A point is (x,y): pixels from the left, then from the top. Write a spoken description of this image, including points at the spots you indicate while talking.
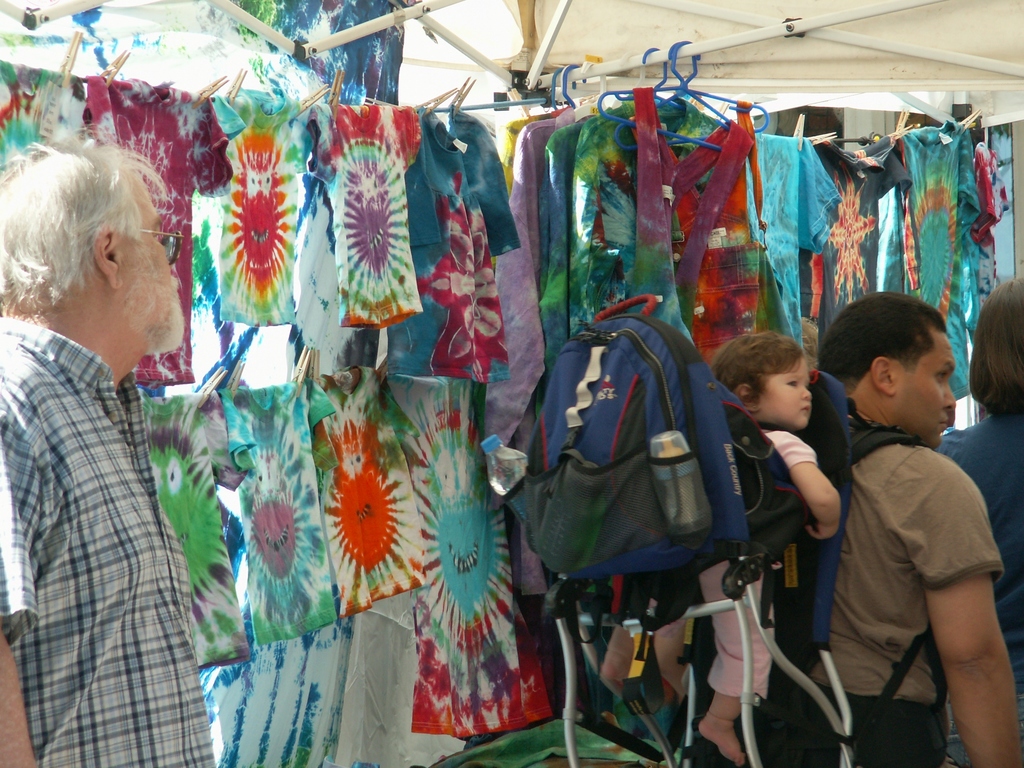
On the right side (797,533), we see a man (870,517) is carrying the girl (730,633) and a bag (700,499) which has water bottles (685,527). In front of him, we see a person (987,488) is standing. On the left side (90,271), we see the, man (100,460) in the white check shirt (62,566) is standing. In the background (538,197), we see the colorful clothes (495,316) which are hanged to the hangers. At the top (815,41), we see the white tent (739,48).
